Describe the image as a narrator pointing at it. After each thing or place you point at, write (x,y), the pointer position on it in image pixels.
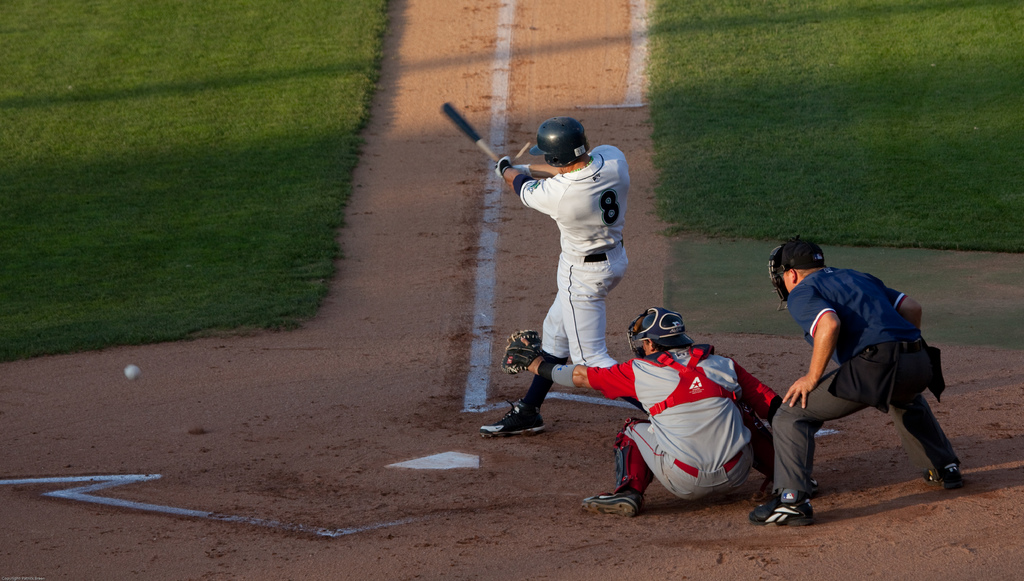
In the image we can see three men (682,448) wearing clothes (691,488), shoes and two of them are wearing a helmet (647,337). There is a person (569,222) holding a bat (470,130) and wearing gloves (506,159). Here we can see ball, grass (122,199), sand (454,245) and white lines (487,234) on it
